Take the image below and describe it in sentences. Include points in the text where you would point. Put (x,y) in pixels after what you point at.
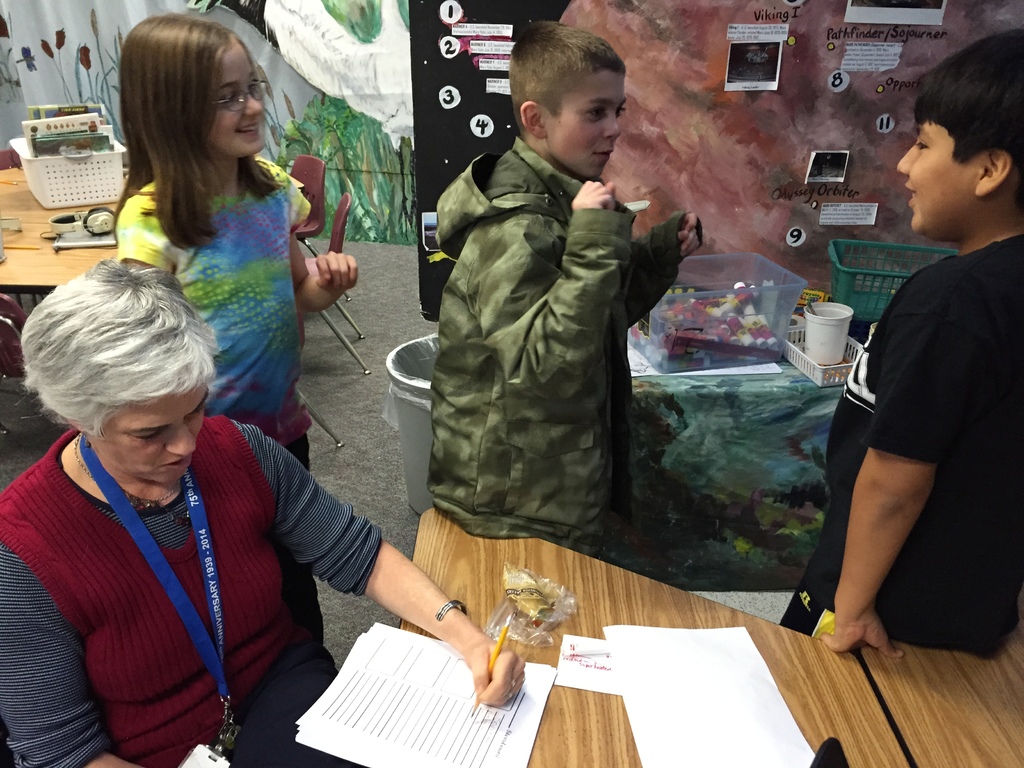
In the picture we have three children (881,453) are standing and one woman (262,498) is sitting in front of them there is a table (891,683) on the table (602,704) we have papers (668,725) pencil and woman (180,401) is holding the pencil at the back side (317,217) we can see some more chairs (340,222) and one table (14,285) is there and something is placed on the table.
